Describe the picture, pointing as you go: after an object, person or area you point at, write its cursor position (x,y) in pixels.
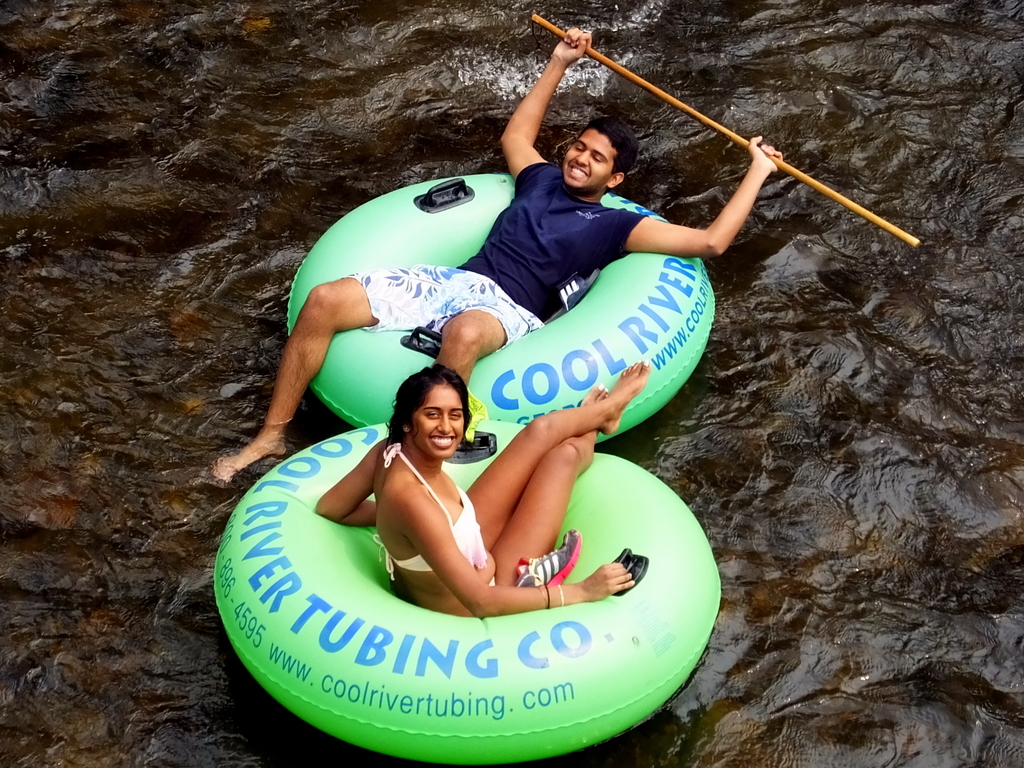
In this image there are two persons (579,178) smiling and sitting on the inflatable tubes (354,426) which are on the water (91,444).
